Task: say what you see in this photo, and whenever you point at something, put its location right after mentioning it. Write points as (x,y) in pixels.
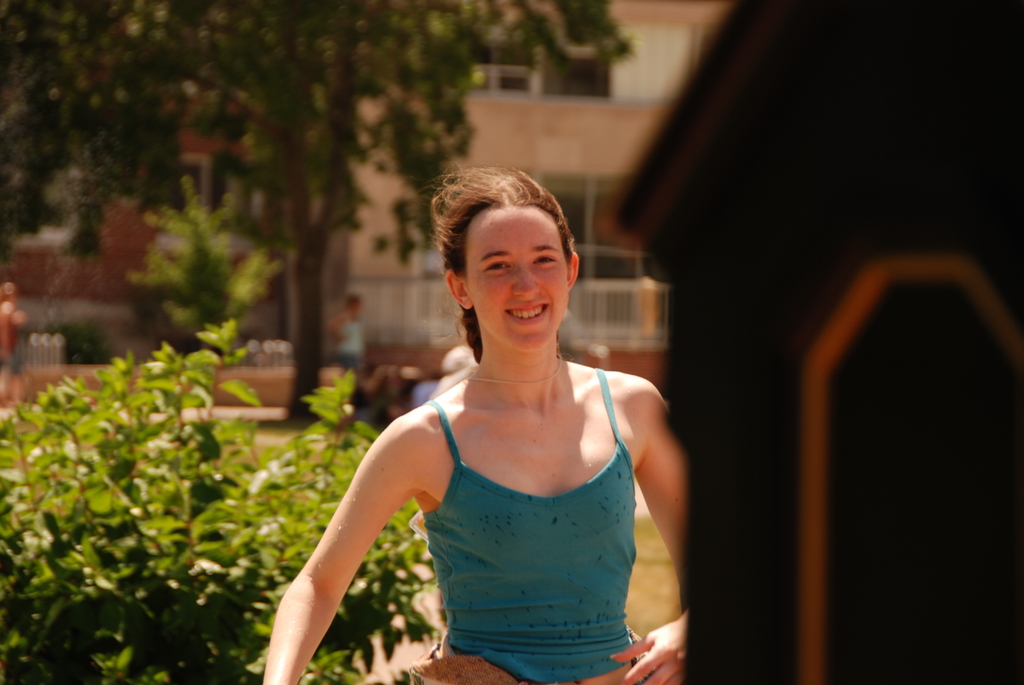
In this image I can see a woman (547,369) and I can see she is wearing a blue colour top (536,543). In the background (269,525) I can see few trees (410,69), a building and I can see this image is little bit blurry from background (463,36). I can also see smile (530,319) on her face (515,311).
